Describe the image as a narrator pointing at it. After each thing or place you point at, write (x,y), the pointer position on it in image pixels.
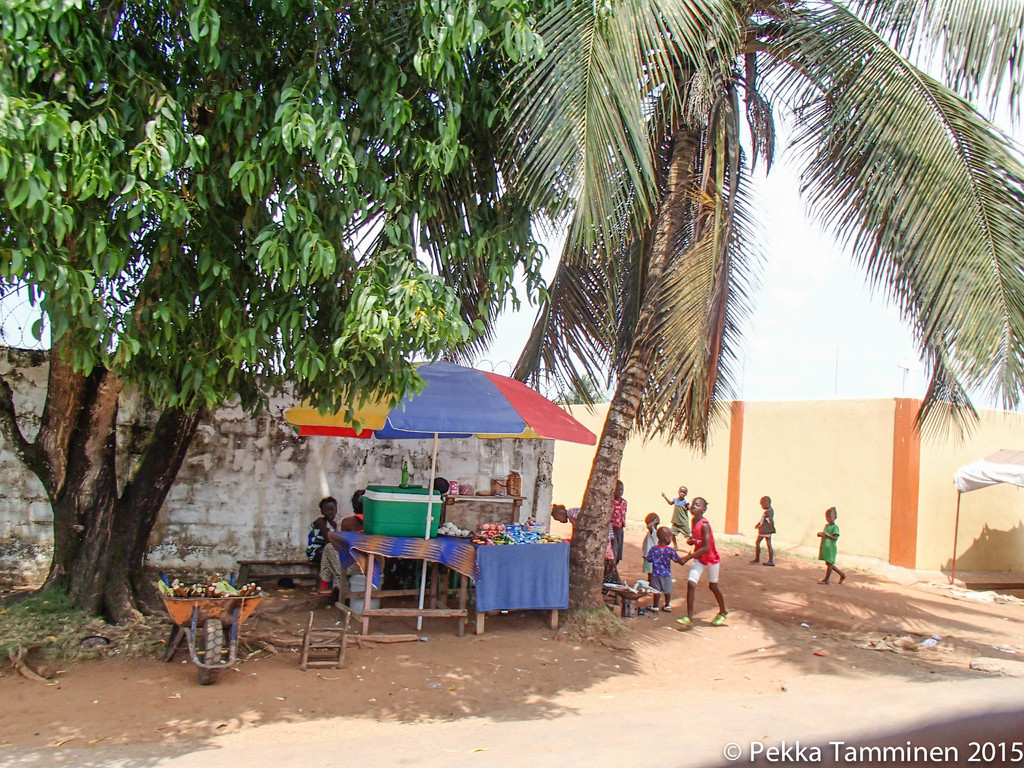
In this picture we can observe trees (248,190). There is an umbrella (450,409). We can observe a table (398,548) and some boxes (395,529) on the table (398,546) under this umbrella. There are some children (719,600) playing on the ground (702,602). We can observe white and cream color walls (545,489). In the background (812,291) there is a sky (791,288). On the right side (764,751) we can observe a text (906,749) in this picture.
